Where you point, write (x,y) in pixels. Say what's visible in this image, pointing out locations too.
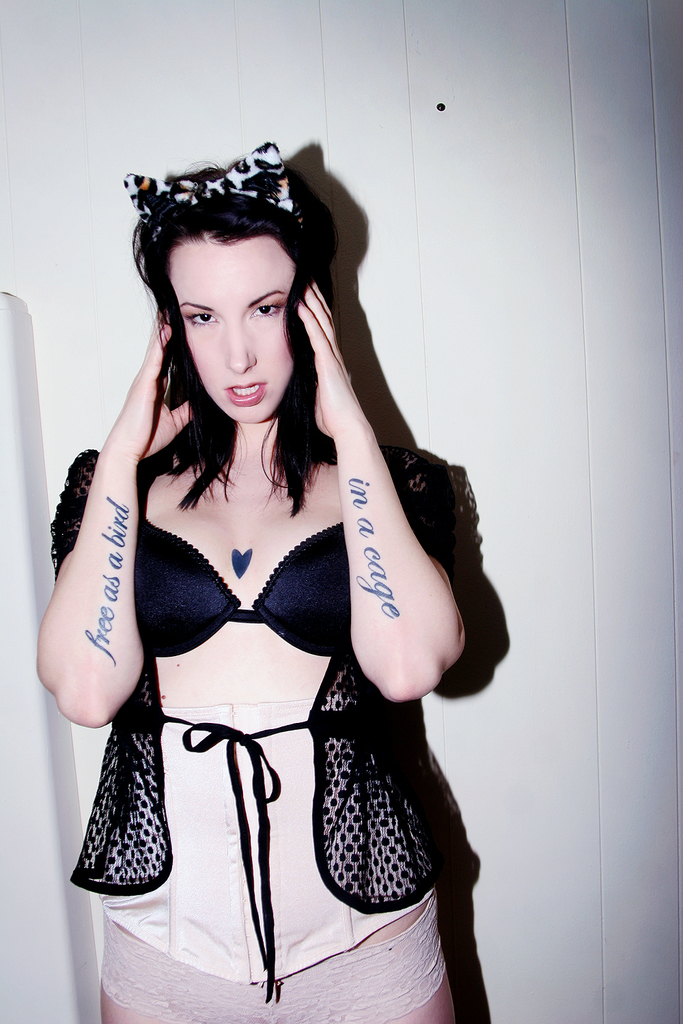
In this image, I can see a woman (325,923) standing. There is a white background (53,149).
